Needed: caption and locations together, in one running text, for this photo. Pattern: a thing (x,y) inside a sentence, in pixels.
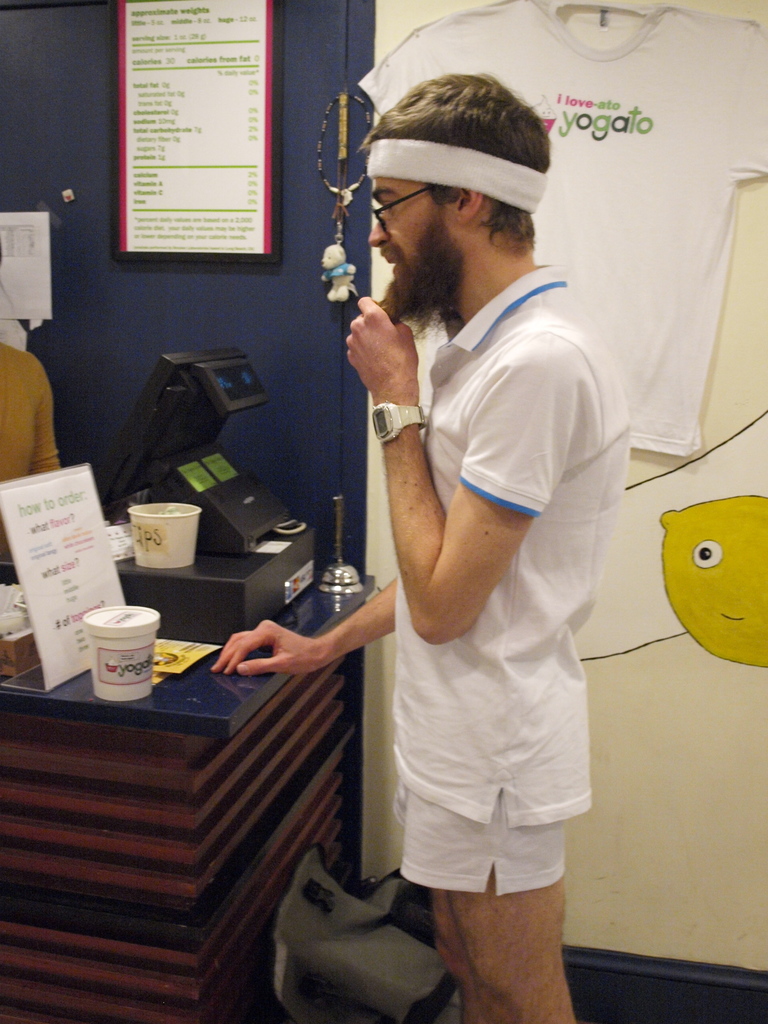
The man (517,496) in the middle of the picture (464,601) wearing white T-shirt (407,628) and spectacles (413,194) is standing. In front of him, we see a table (248,716) on which cup (145,655), plastic box (210,596), a white board (85,518) with some text (30,524) written on it and some other things (147,489) are placed. Beside him, we see a bag (402,920) and a wall (628,583) on which stickers (720,610) and T-shirt (607,204) are placed. Beside that, we see a door (273,322) on which white board (234,183) with some text (140,53) written on it are placed.
